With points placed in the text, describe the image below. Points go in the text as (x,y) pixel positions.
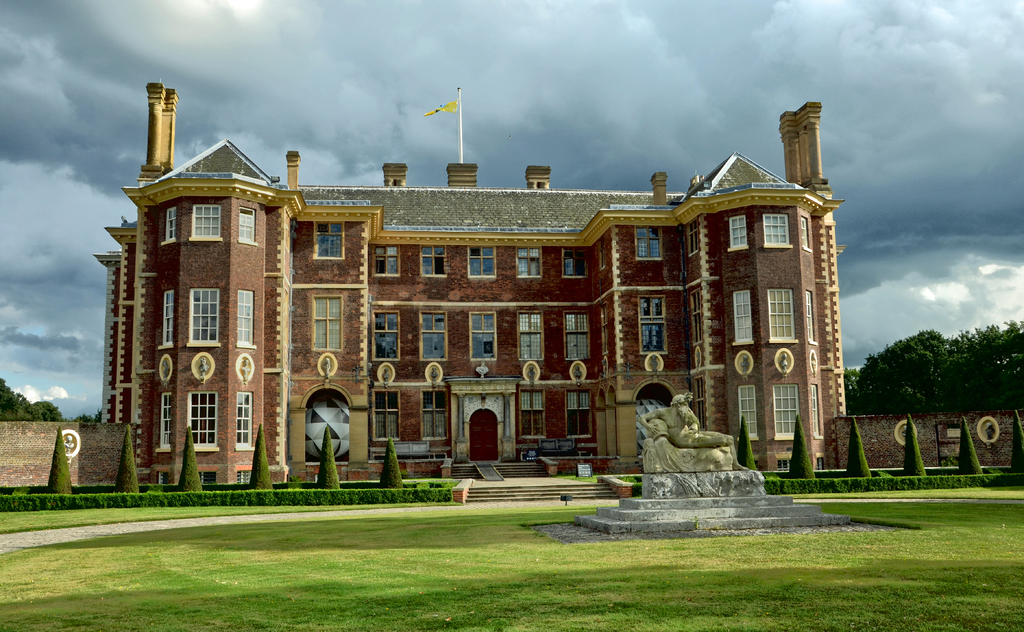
In the foreground of this image (520,590), there is grassland (761,603) and a statue (728,440). In the background (364,449), there are trees (920,471), plants (336,499), building (472,356), flag (453,103) and the cloud (333,85) at the top (310,84).
